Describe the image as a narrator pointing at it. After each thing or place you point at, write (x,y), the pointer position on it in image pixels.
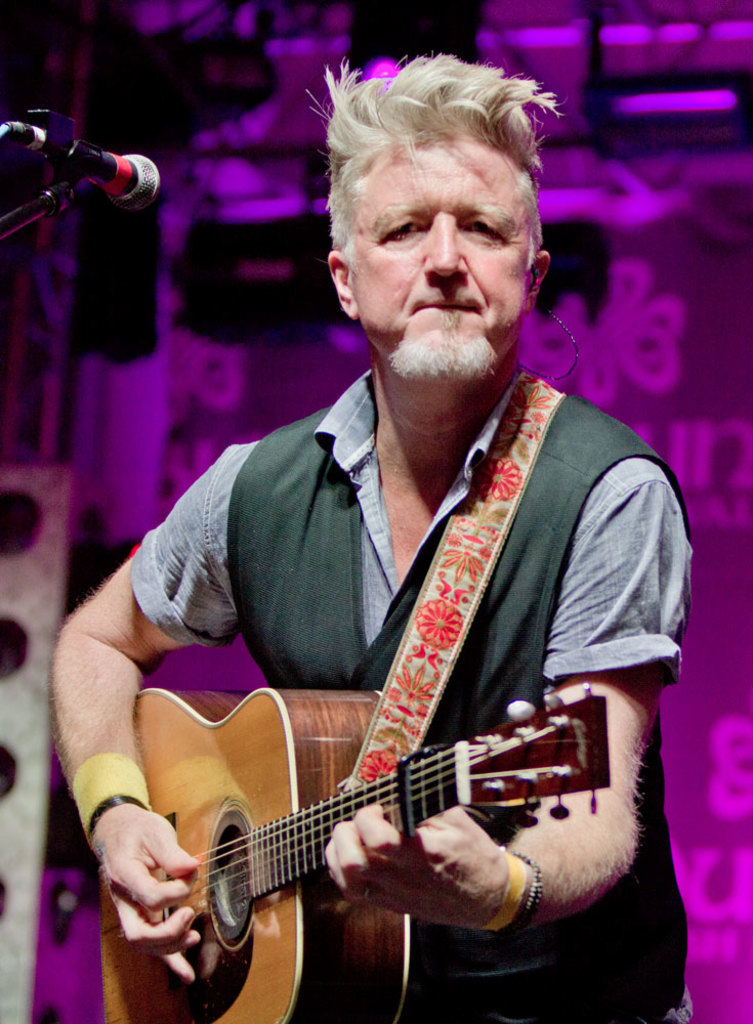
In the center (410,621) we can see one person (382,652) holding guitar (278,817), on the left we can see microphone (144,185).
